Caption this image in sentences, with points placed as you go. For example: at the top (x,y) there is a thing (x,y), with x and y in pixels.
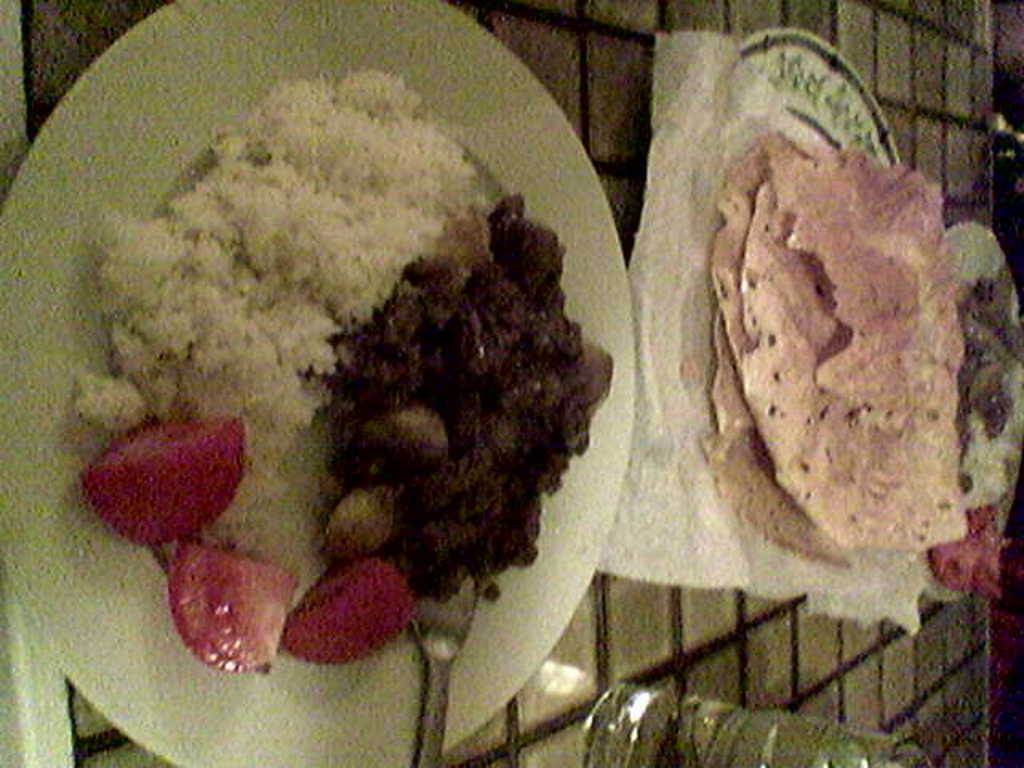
This looks like a table (618,107). I can see three plates (981,262), which contains food items (552,404) and a glass (701,735) of water (730,757) are placed on the table (751,683). This looks like a spoon (439,649), which is kept on the plate (282,700).
